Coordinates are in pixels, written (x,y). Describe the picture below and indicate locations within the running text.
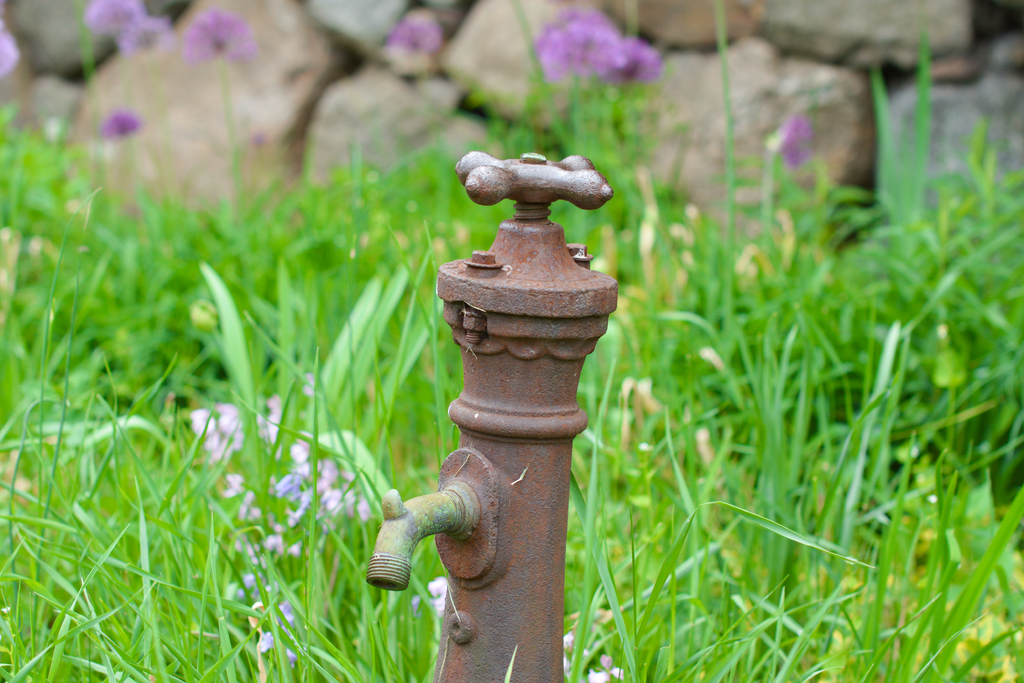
in this image we can see a tap (523,398). In the background (324,395), we can see the grass (694,245), flowers (578,46) and rocks (171,127).
